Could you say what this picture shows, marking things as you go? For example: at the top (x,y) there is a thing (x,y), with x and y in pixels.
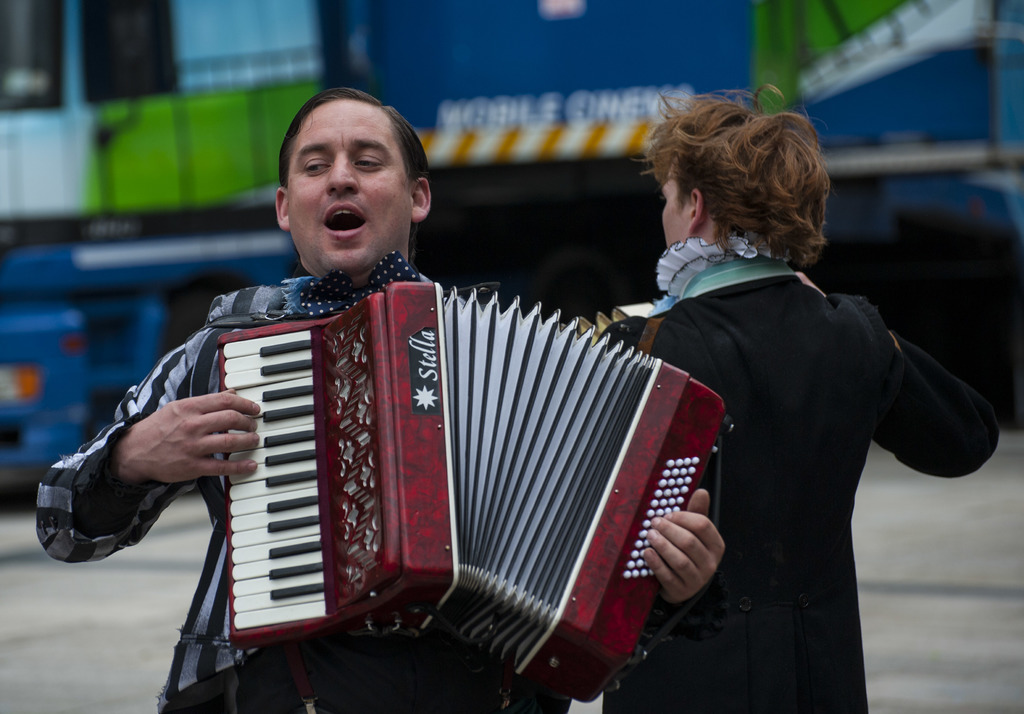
In this picture, we can see a few people (772,411) holding some musical instruments (676,432), and we can see the ground (923,535).
